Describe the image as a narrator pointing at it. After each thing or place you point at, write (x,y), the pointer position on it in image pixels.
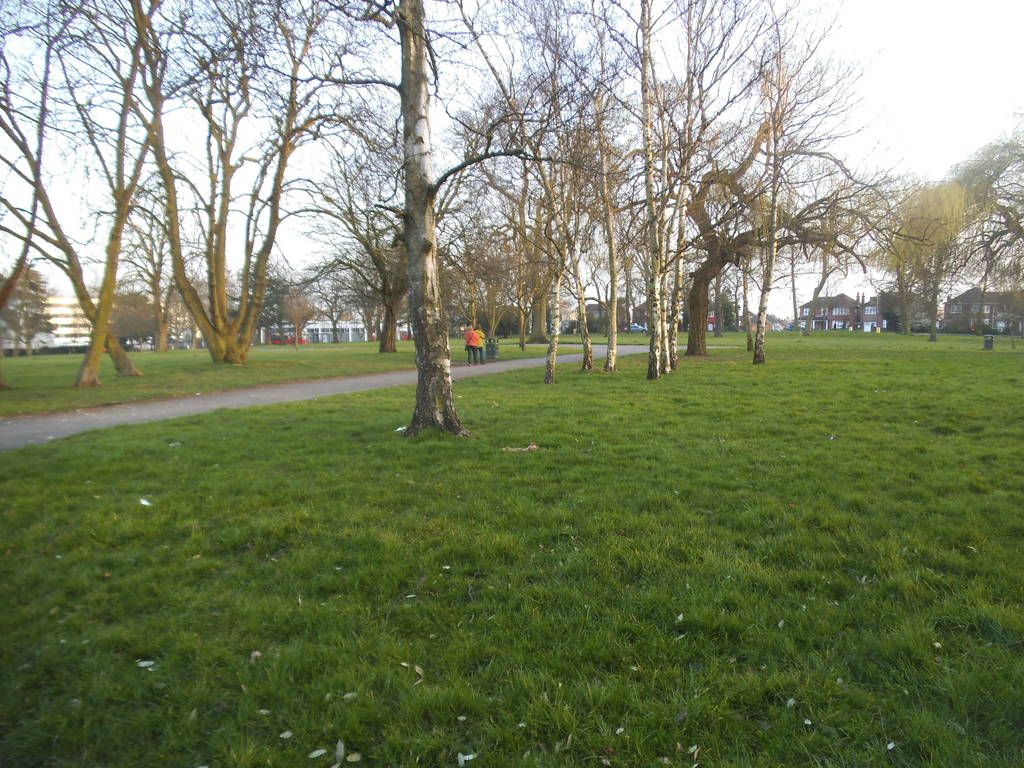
In this picture I can see trees (248,329) and few buildings (598,316) and couple of them (473,352) standing and I can see grass (535,534) on the ground (599,589) and a cloudy sky (35,101).
